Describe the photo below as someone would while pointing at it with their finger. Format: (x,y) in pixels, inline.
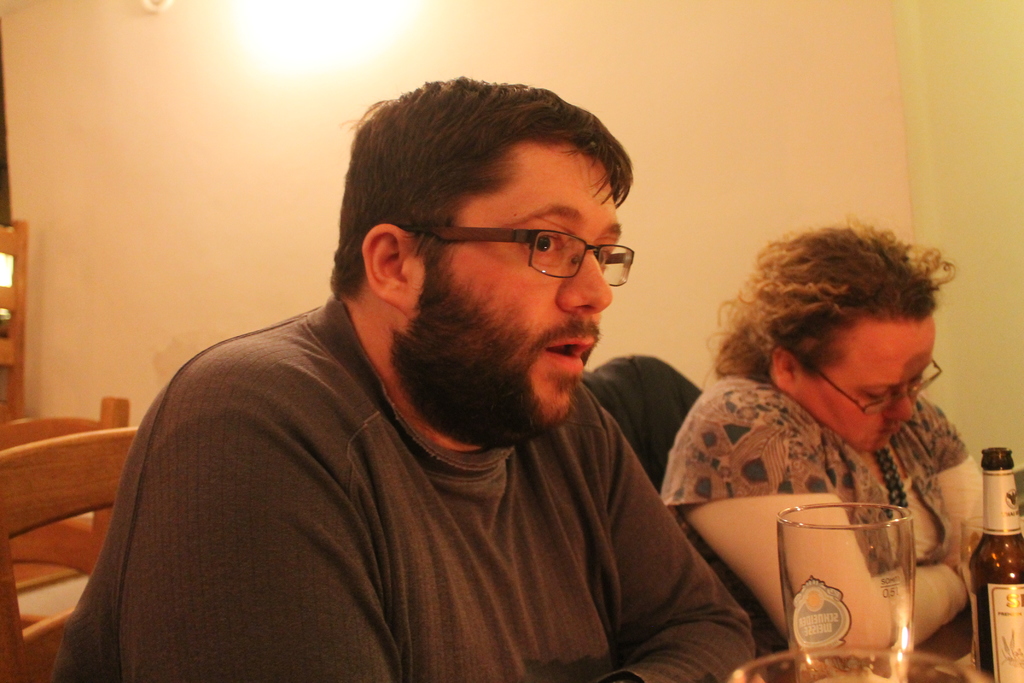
There are 2 people (593,480) sitting here on the chair (649,429). On the table (956,629) there is a glass (906,577) and beer bottle (993,571). This is a wall (298,46).
